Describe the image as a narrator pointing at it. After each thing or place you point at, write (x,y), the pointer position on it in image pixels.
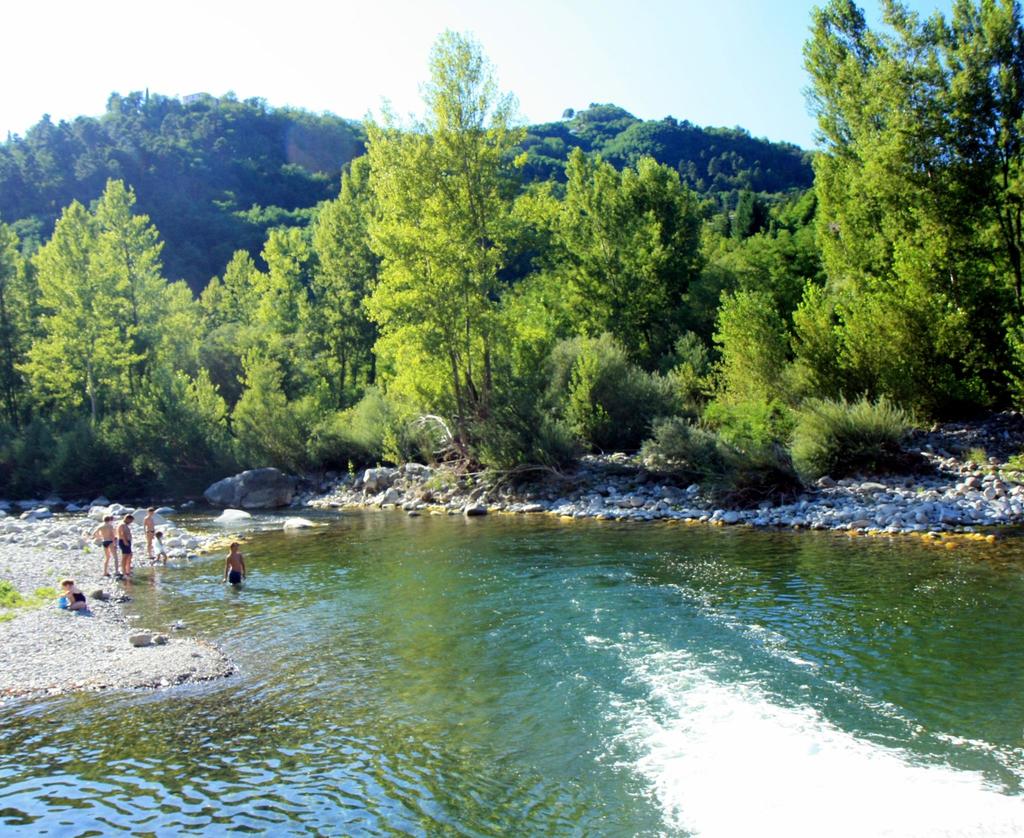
This is an outside view. At the bottom of this image (532,702) there is a river (630,805) and few people (107,548) are standing on the ground (120,577). In the background (212,296) there are some trees (305,271). On the top of the image (637,70) I can see the sky (676,80).
